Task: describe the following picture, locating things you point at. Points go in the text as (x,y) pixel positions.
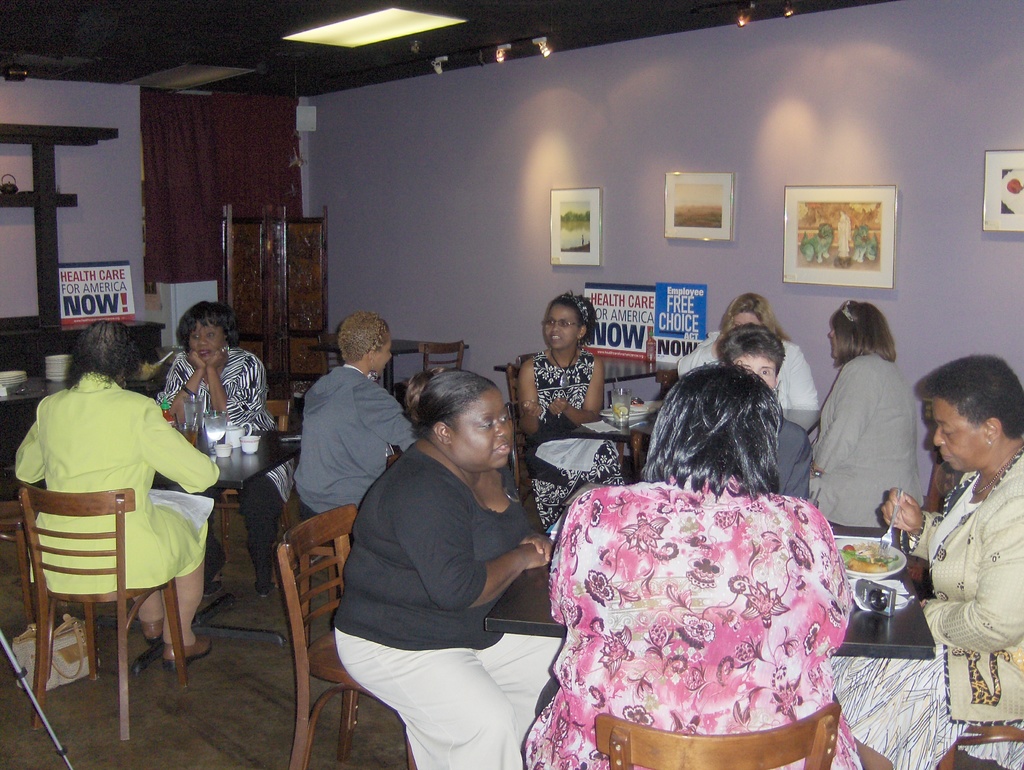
There are some people (314,441) sitting in the chairs (513,390) around the table (906,587) on which some food (865,557) was placed. There are men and women (535,418) in this room (428,188). In the background (553,211) there are some photo frames (573,211) attached to the wall (372,171) and curtain (185,191) here.
